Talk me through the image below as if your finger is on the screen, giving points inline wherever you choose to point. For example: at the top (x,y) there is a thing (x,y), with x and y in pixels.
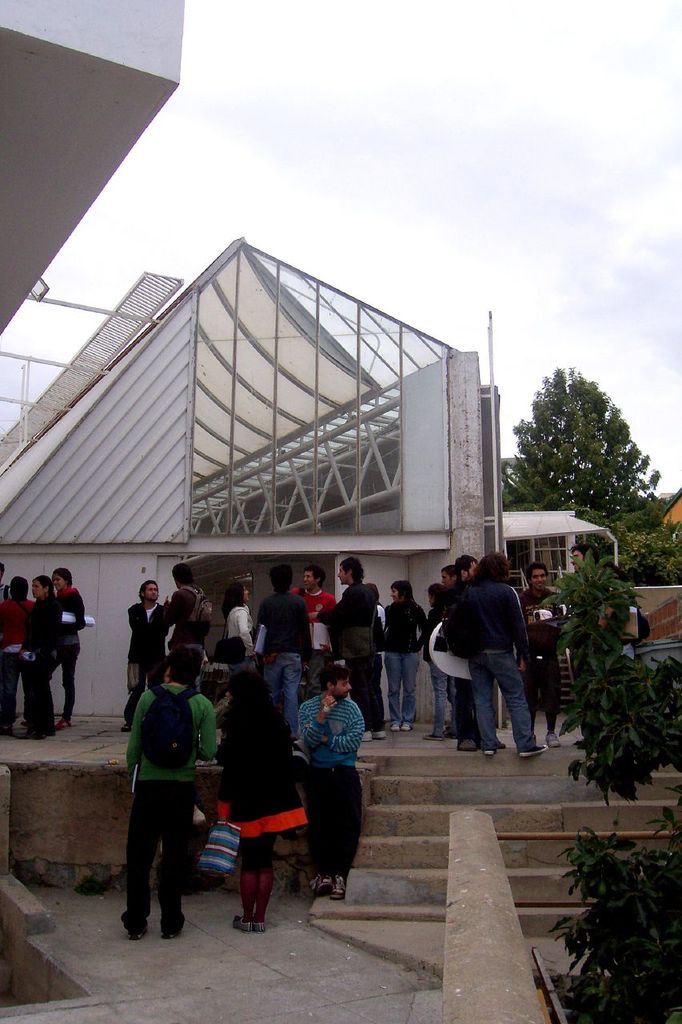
In the picture there are many people (137,629) standing in front of some architecture (370,450) and on the right side (580,504) there are few trees (620,768) and plants (620,768).
